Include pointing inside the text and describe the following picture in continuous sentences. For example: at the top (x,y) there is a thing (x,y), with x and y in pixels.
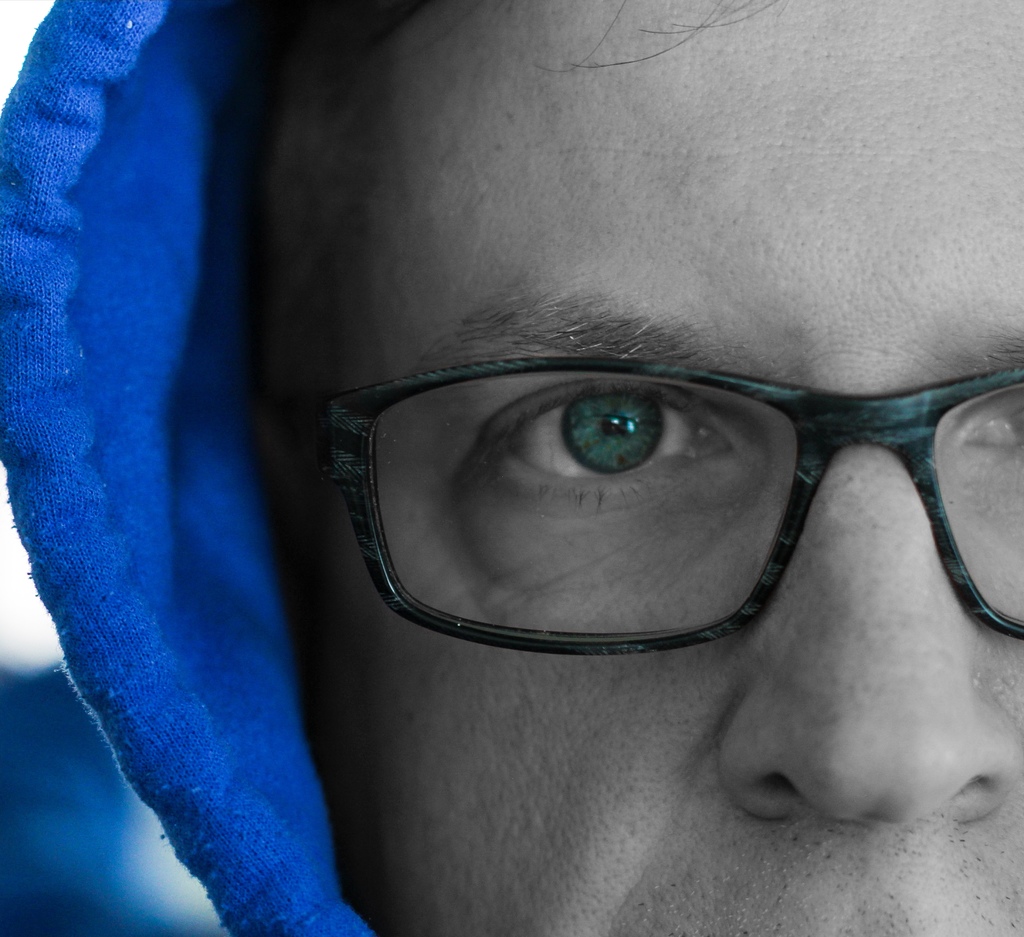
In this image the background (71,883) is a little blurred. In the middle of the image (520,458) there is a face (573,718) of a man (627,318).
